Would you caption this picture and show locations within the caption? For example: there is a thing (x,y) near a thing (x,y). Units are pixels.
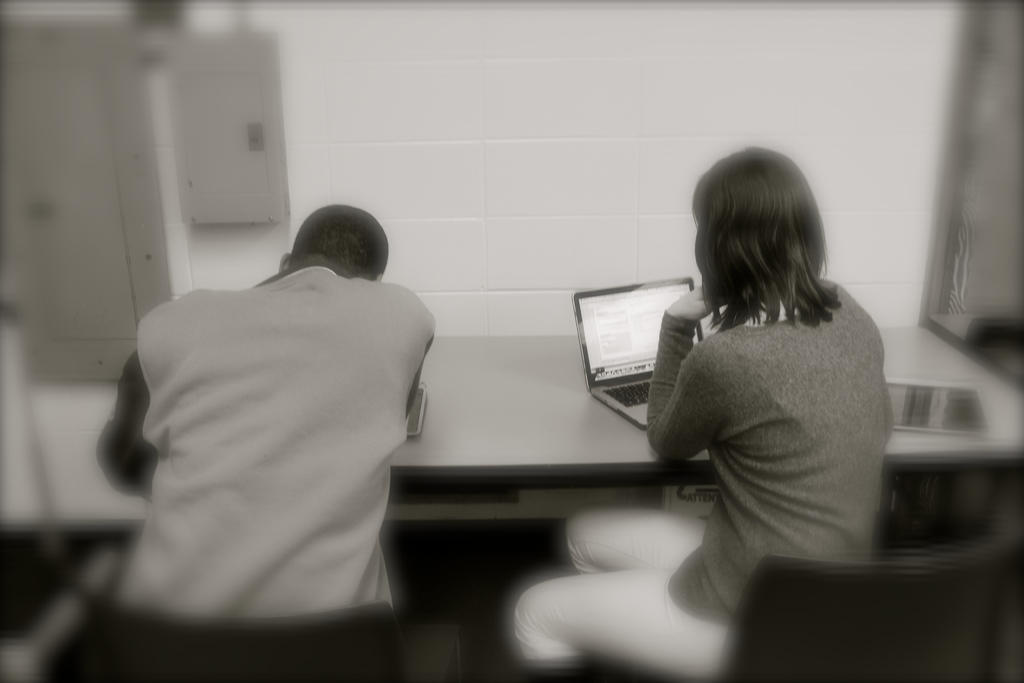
In the given image on the right hand side (842,354) i can see a lady (739,317) using a laptop (624,400) and on the left hand side (327,507) i can see a person (325,371) bending on the bench (539,473).
